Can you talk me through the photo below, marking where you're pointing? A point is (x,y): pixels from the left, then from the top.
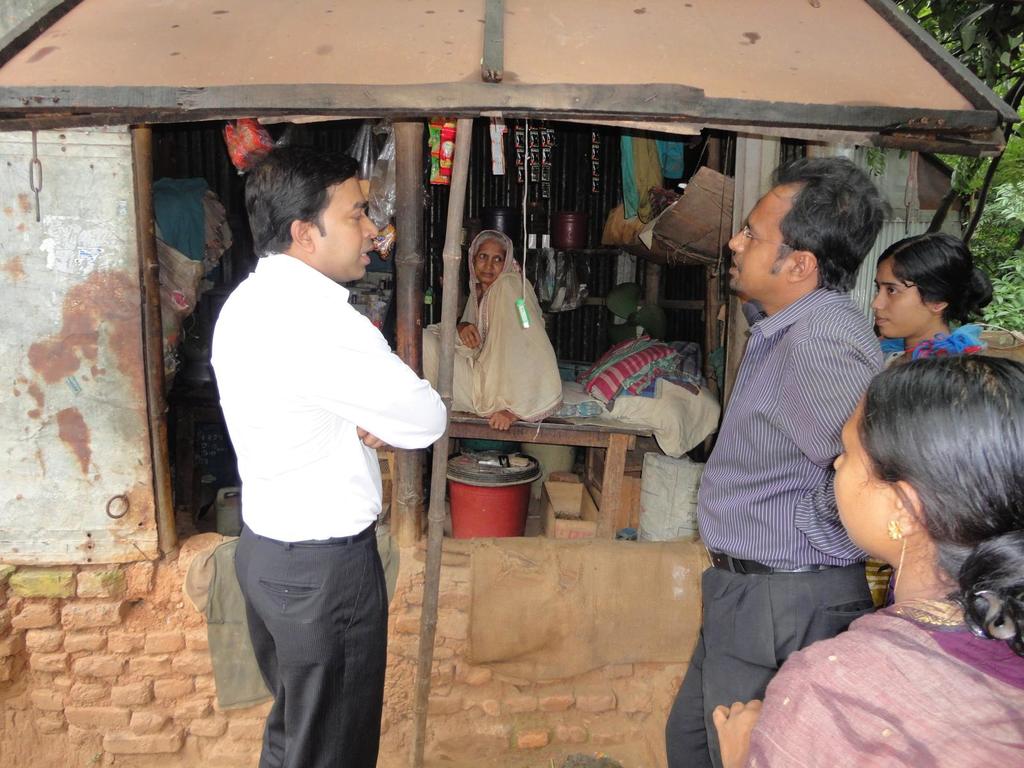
There are people (738,412) standing in the foreground area of the image (327,295), there are trees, a lady (481,286) sitting on the bed (565,378), it seems like a store (519,255) and there are trees (963,31) and a roof (463,116) in the background (461,74).
